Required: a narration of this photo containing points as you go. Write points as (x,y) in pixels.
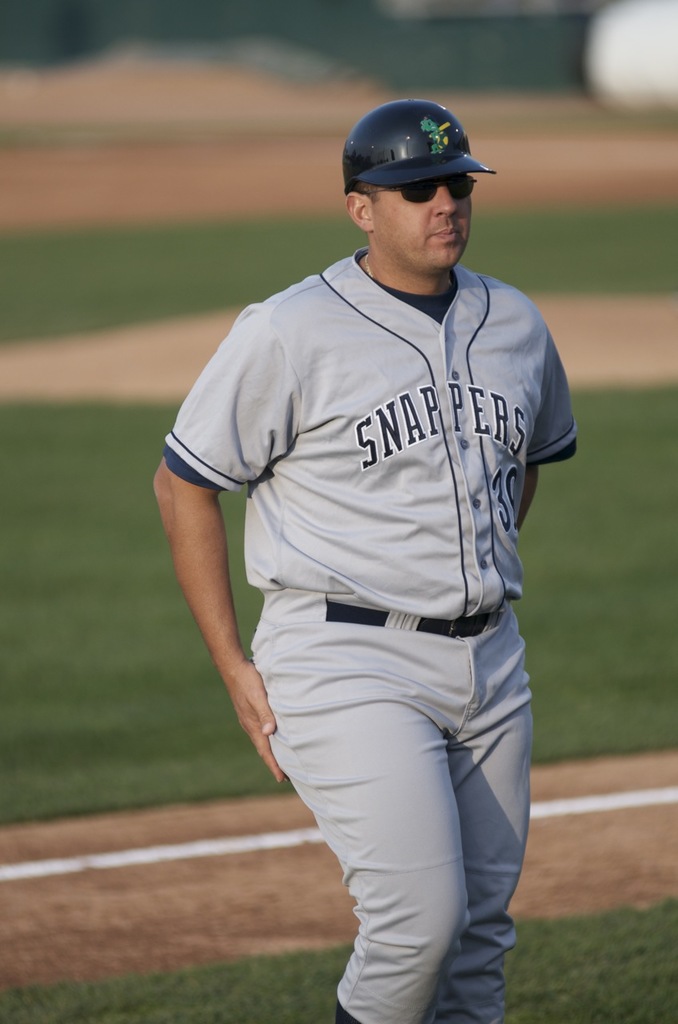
In this image we can see there is a person (362,557) wearing a helmet (436,141) is standing on the surface (575,962) of the grass (575,971).
